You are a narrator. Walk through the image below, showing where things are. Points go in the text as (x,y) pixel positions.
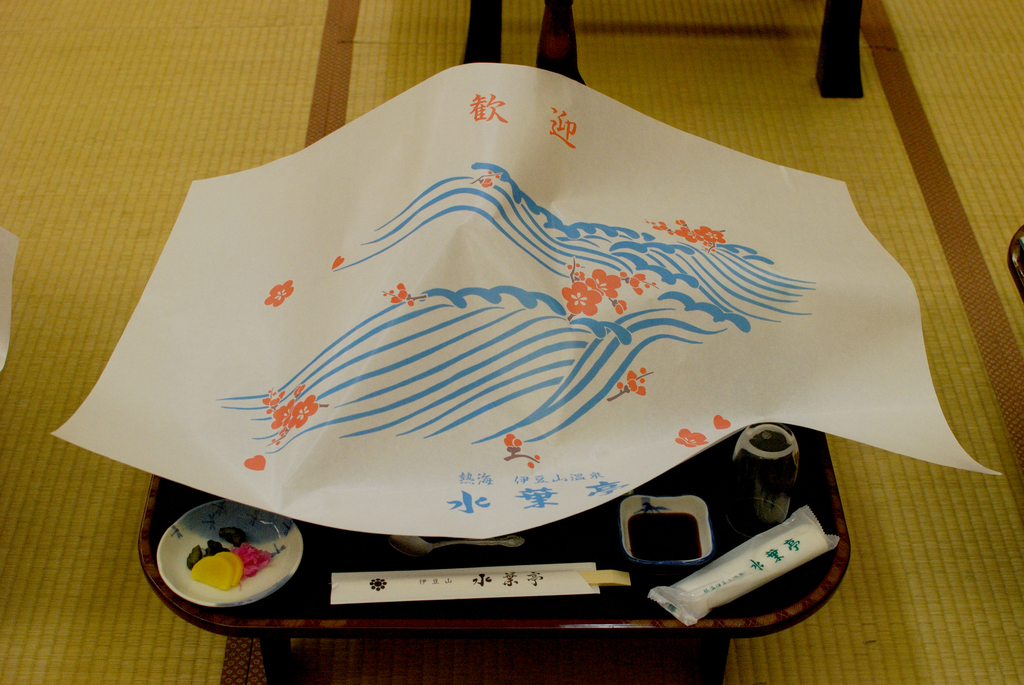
This image consists of a table (577,538) on which we can see a plate (169,566), bowl (643,536) and a glass (770,467). The table (356,550) is covered with a paper (116,373). At the bottom (43,630), we can see a floor mat (70,588).
